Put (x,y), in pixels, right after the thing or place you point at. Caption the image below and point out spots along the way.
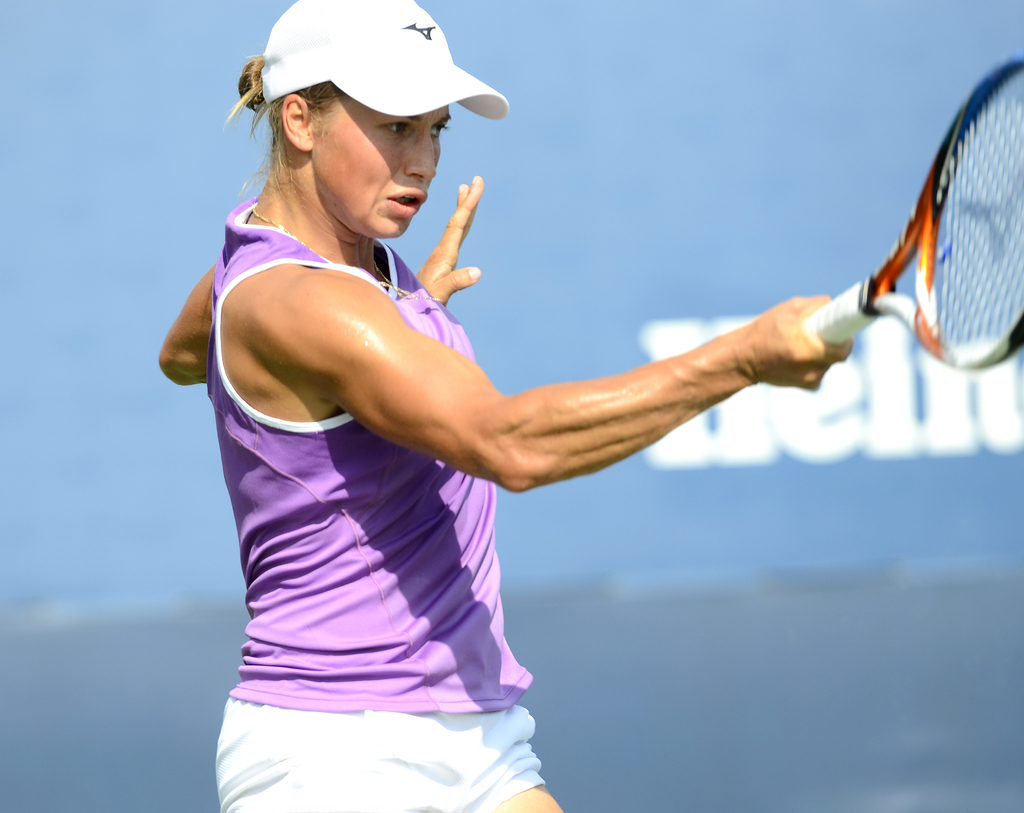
In this image we can see a woman (358,473) with sports uniform (378,526) is holding a tennis racket (991,269) and a wall (756,408) with text (817,441) in the background (817,441).
